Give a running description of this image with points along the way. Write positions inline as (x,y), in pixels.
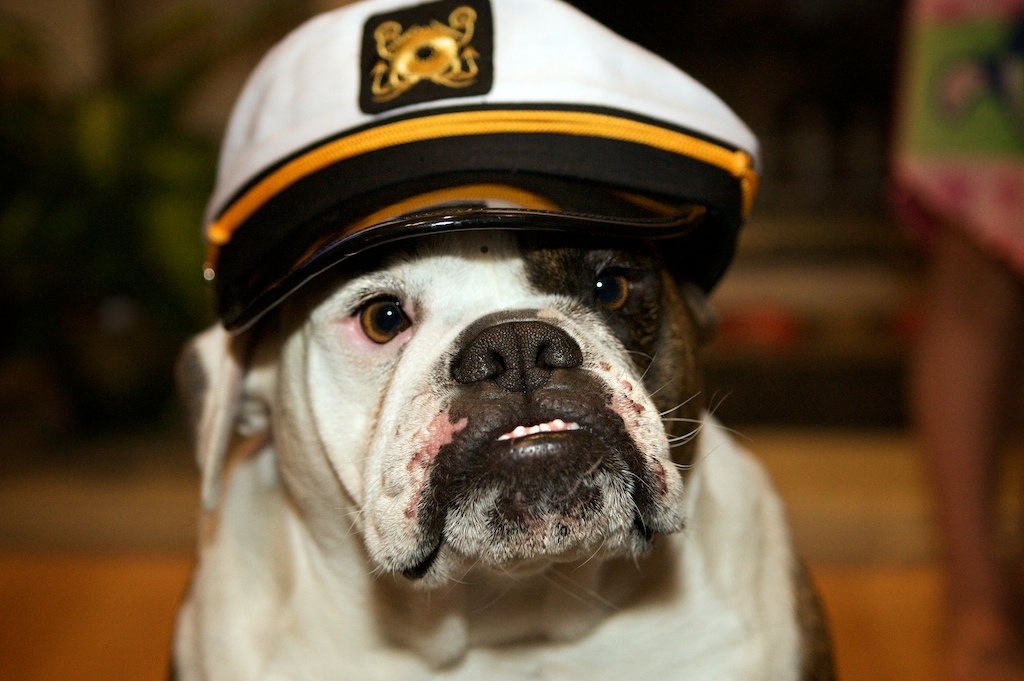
In this image there is a white color dog (244,471) wearing a cap (416,201). Background (16,43) there is blur. Right side (946,71) there is a person (943,452) standing on the floor (902,607).
